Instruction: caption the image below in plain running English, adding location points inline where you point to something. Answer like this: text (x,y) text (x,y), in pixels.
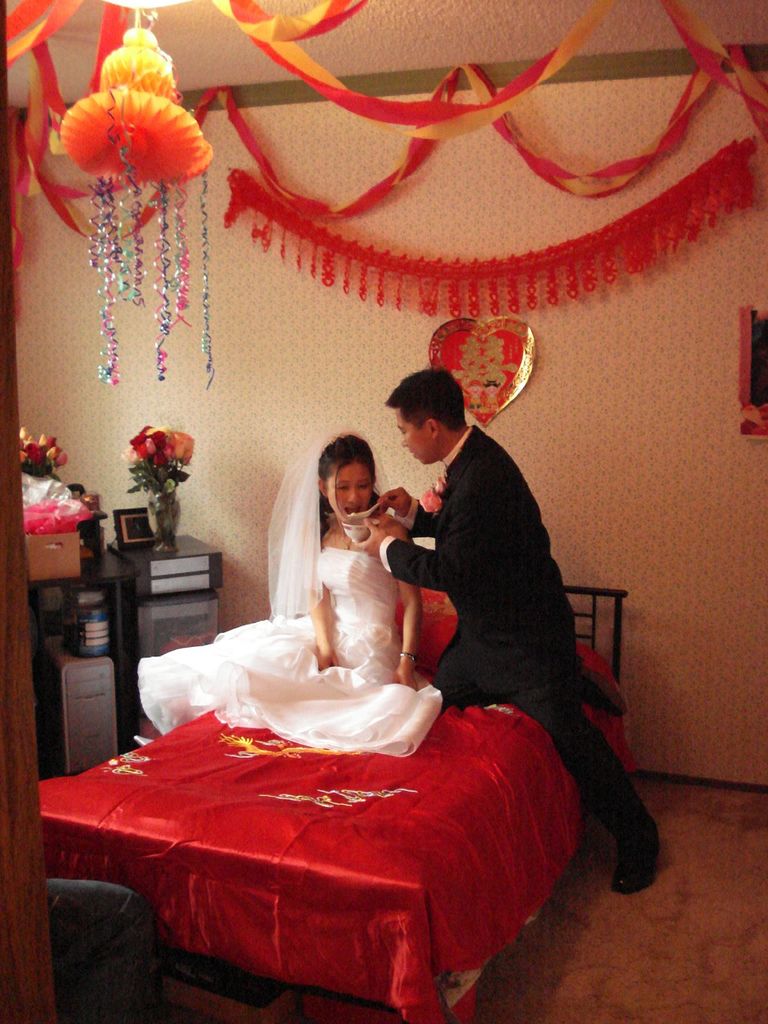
This is an inside view picture of a house (610,886). Here we can see a bed (472,854) and there is a red blanket (326,819) on it. Here a man (449,378) is feeding to a woman (340,537) in white dress (304,646). On the background (357,320) we can see a wall (428,317) and it is decorated with colorful ribbons (325,240). At the left side of a picture we can see a table (117,663) and this is a flower vase (148,458).
